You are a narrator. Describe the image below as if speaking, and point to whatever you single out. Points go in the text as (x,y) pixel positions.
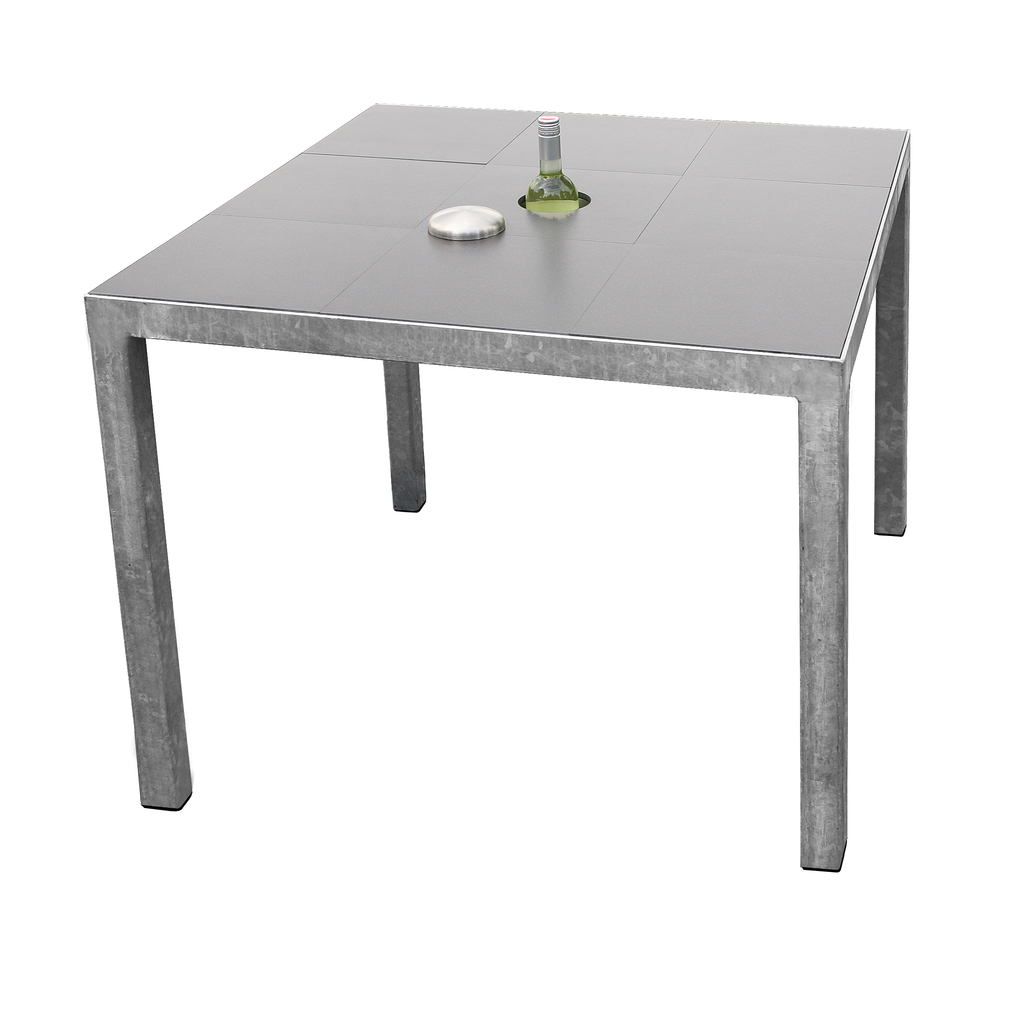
In this image we can see a bottle (564,197) and a cap (495,228) on the table (640,339).
